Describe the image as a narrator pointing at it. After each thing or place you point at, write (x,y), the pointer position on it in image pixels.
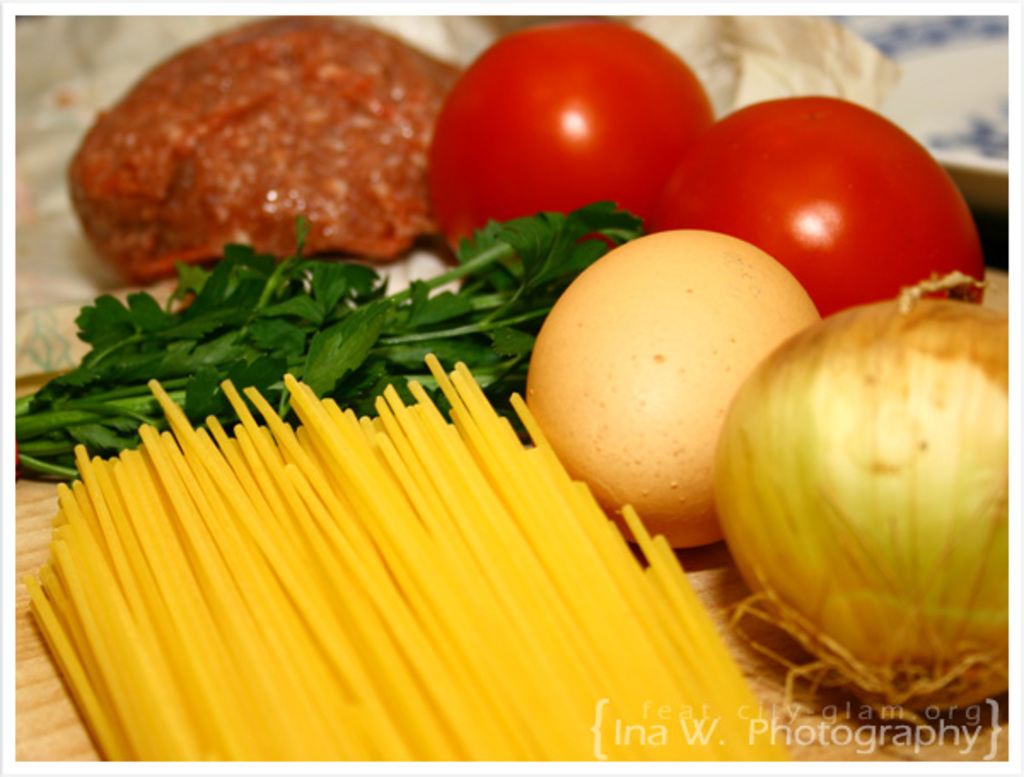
In this image we can see raw meat (418,217), vegetables (628,165), egg (681,348), spaghetti (495,483) and leaves (157,371) on the wooden surface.
